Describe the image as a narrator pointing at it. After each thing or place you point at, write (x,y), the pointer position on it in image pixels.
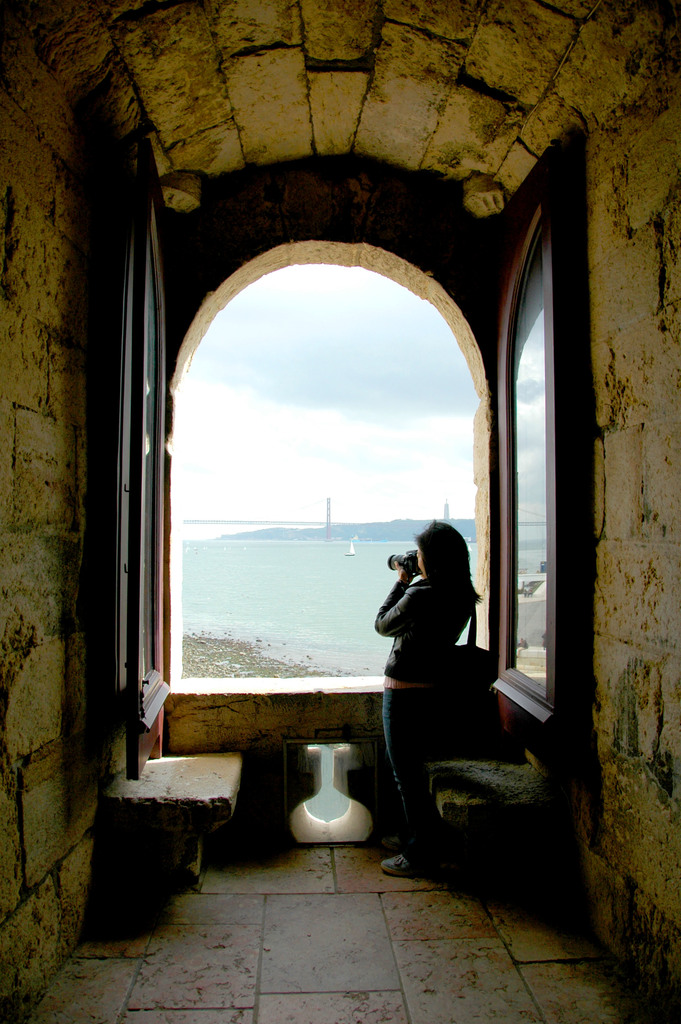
This is an inside view. On the right (646,424) and left sides of the image I can see the walls (654,608). In the background (408,746) there is a woman (416,646) holding a camera (408,564) in the hands (399,567) and standing beside the window (326,686). To the window (474,423) I can see two doors (126,478). In the outside I can see an ocean (286,563) and sky (323,425).
